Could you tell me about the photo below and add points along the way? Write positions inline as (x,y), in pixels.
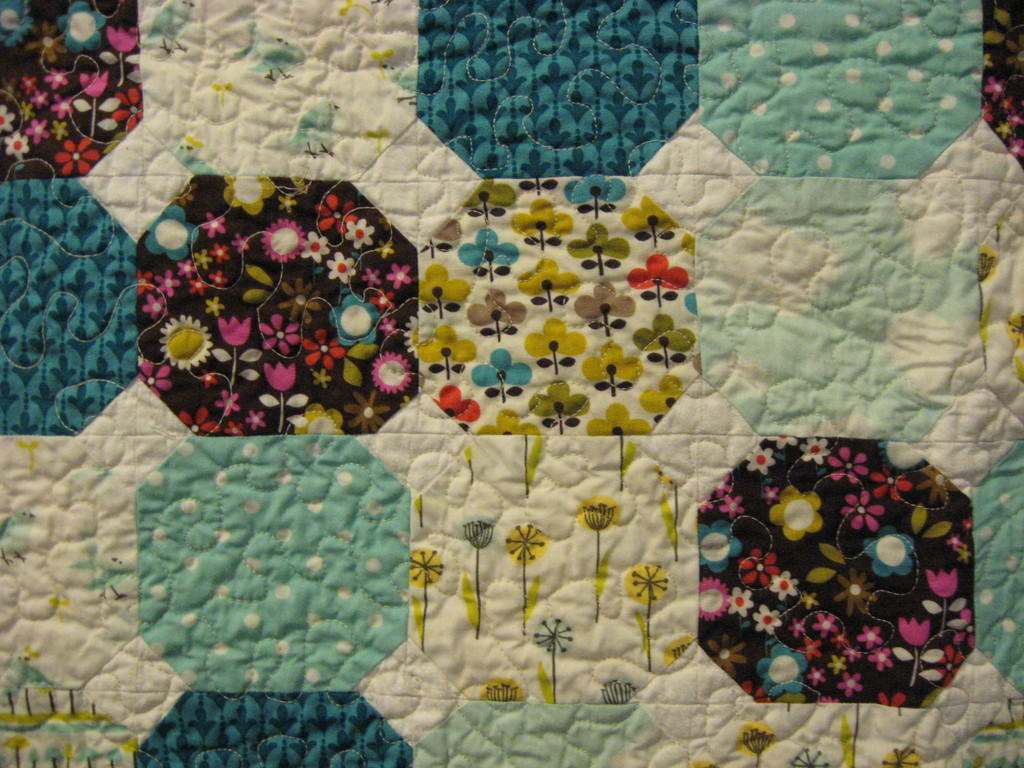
In this image, we can see different types of designs (363,278).
